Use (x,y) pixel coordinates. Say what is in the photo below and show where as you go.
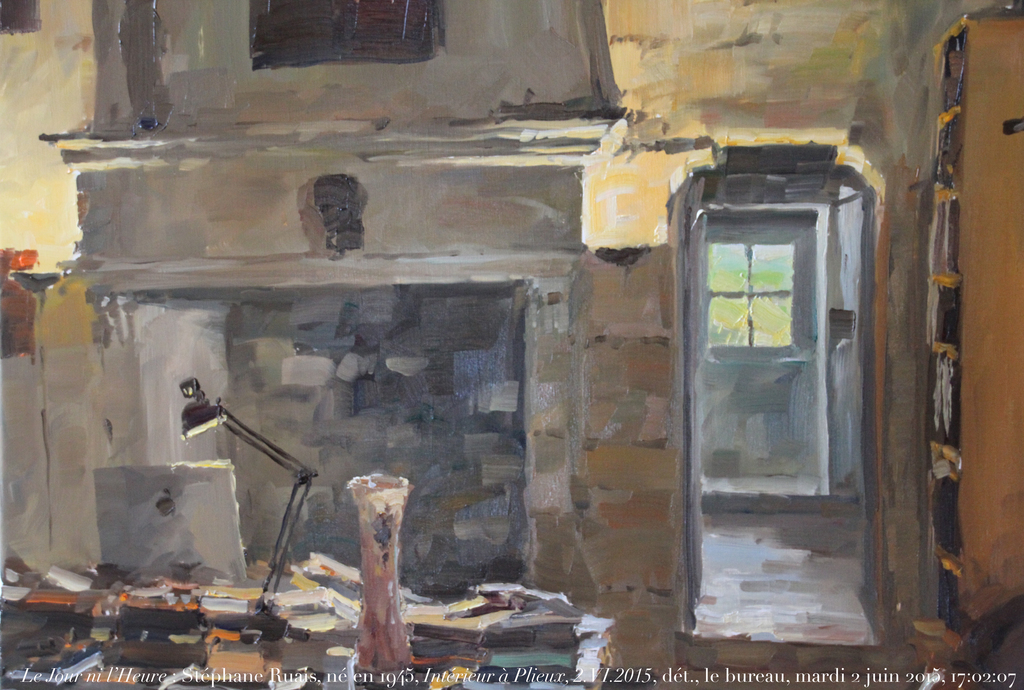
This is the drawing image in which there are books (250,595), there is a shelf (941,323), there are objects (238,544) and there is some text (560,670) and numbers (617,674).
